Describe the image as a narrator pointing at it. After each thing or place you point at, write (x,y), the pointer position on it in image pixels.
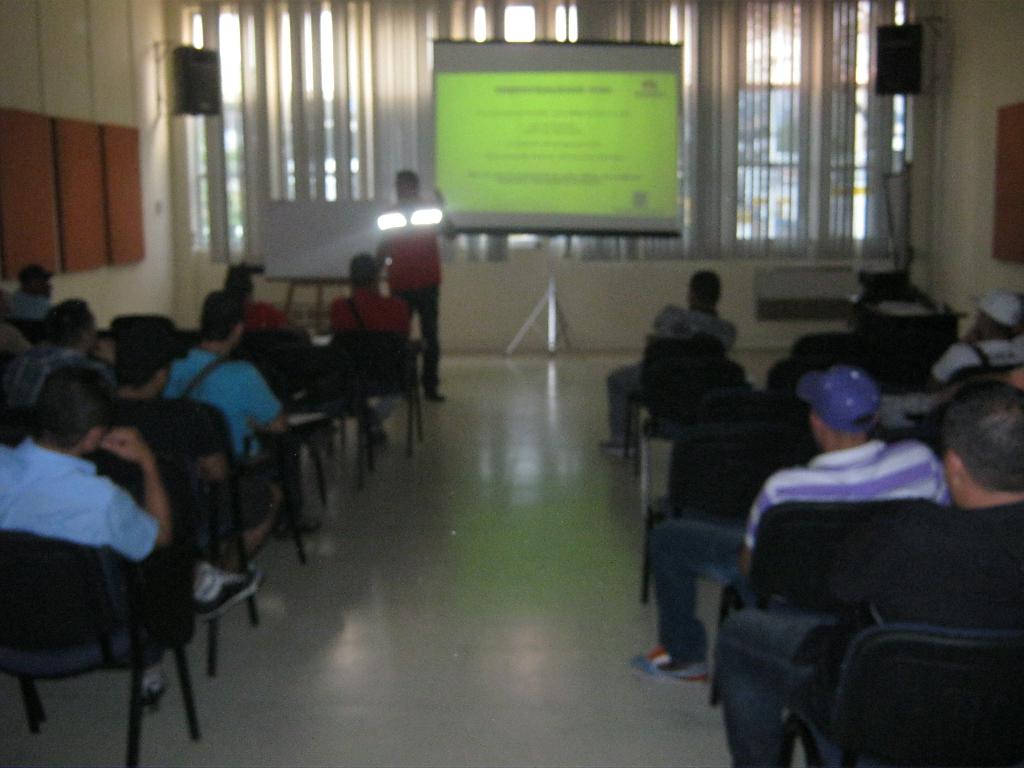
In the center of the image (415,272) we can see a person (422,257) and screen (481,205). On the left side of the image (94,30) we can see a sound speaker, wall (18,28) and a group of persons (164,410) sitting on the chairs (204,450). On the right side of the image (897,62) we can see a sound speaker (901,84) and a group of persons (722,578) sitting on the chairs (756,569). In the background (706,26) there is a curtain (431,26).
